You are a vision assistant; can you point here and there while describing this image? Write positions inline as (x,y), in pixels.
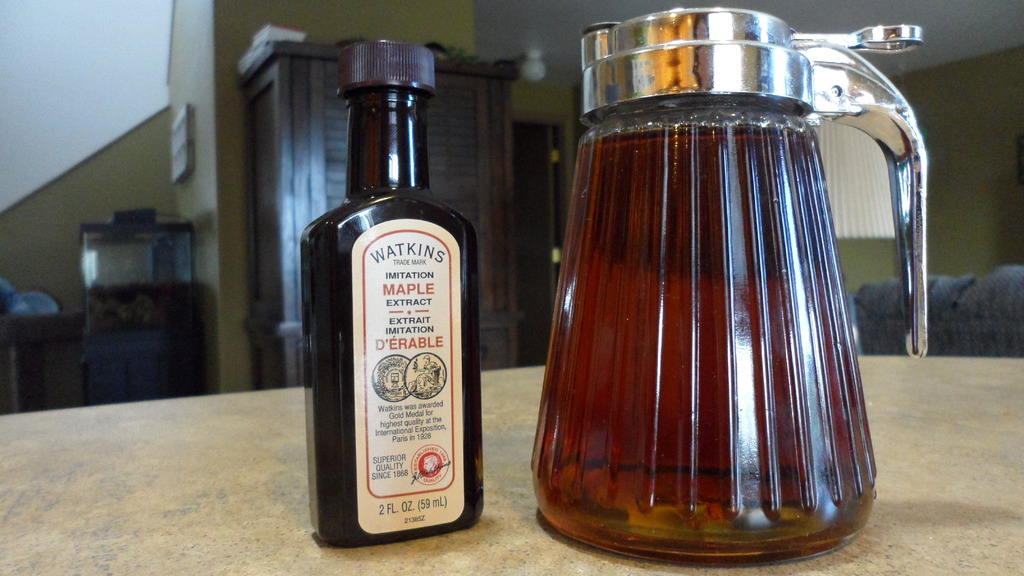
In this picture we can see a bottle (424,470) and an object (814,360) on the countertop (874,548). We can see other objects (878,221) in the background (864,209).
